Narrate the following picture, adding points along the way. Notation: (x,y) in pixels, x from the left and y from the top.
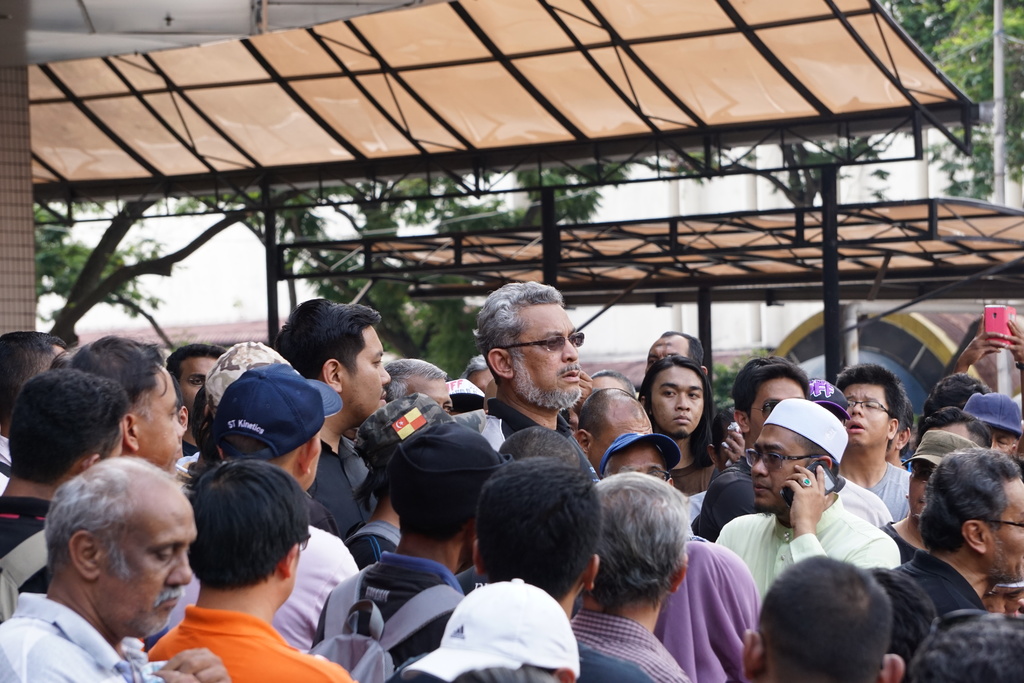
In the foreground of the picture (515,614) there are group of people (362,387). In the middle of the picture (582,245) we can see sheds (721,219) and trees (118,276). In the background (176,275) there are poles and a wall (229,289).
